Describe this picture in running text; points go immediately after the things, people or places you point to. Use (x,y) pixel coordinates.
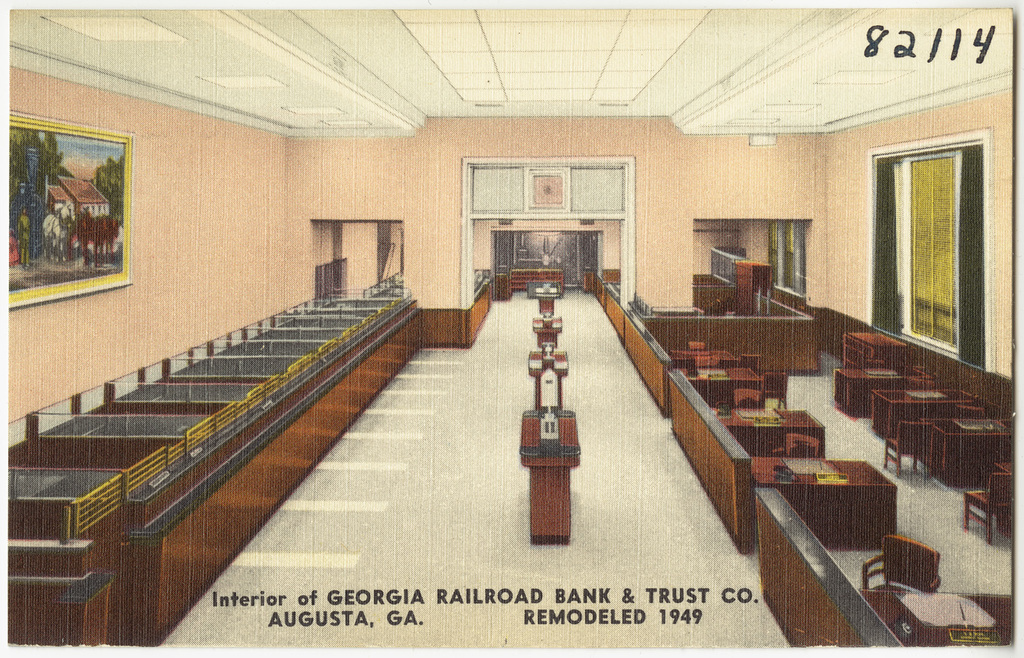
This picture is clicked inside seems to be an edited image. In the center (550,410) we can see the tables (562,460) on the top of which some items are placed. On the right (814,474) we can see the chairs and the tables (787,428) containing some items (778,407). On the left (281,353) there is a wooden desk (281,385). In the background (420,280) we can see the wall (244,202) and the picture frame (99,188) hanging on the wall (41,329), we can see a window (941,245) and some other items (752,262). At the top (620,63) there is a roof (506,32) and the text (913,46) on the image.
